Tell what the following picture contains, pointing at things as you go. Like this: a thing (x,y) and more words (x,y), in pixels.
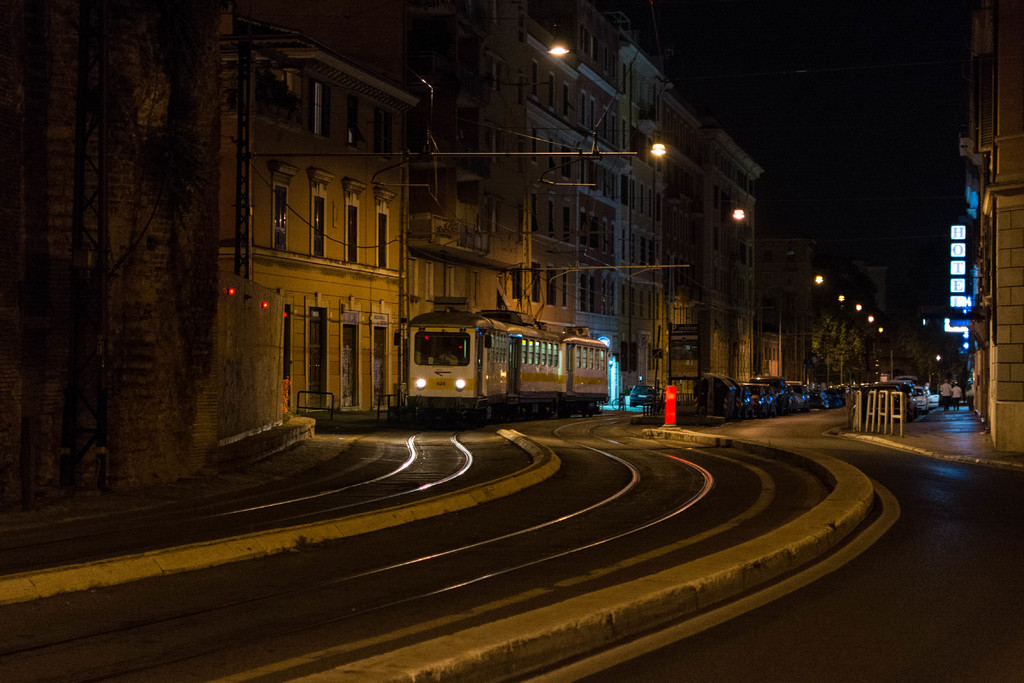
There is a train (504,351) on the track (439,447) and there are buildings (592,199) on either sides of it and there are few vehicles (826,400) and trees (843,331) behind it.
